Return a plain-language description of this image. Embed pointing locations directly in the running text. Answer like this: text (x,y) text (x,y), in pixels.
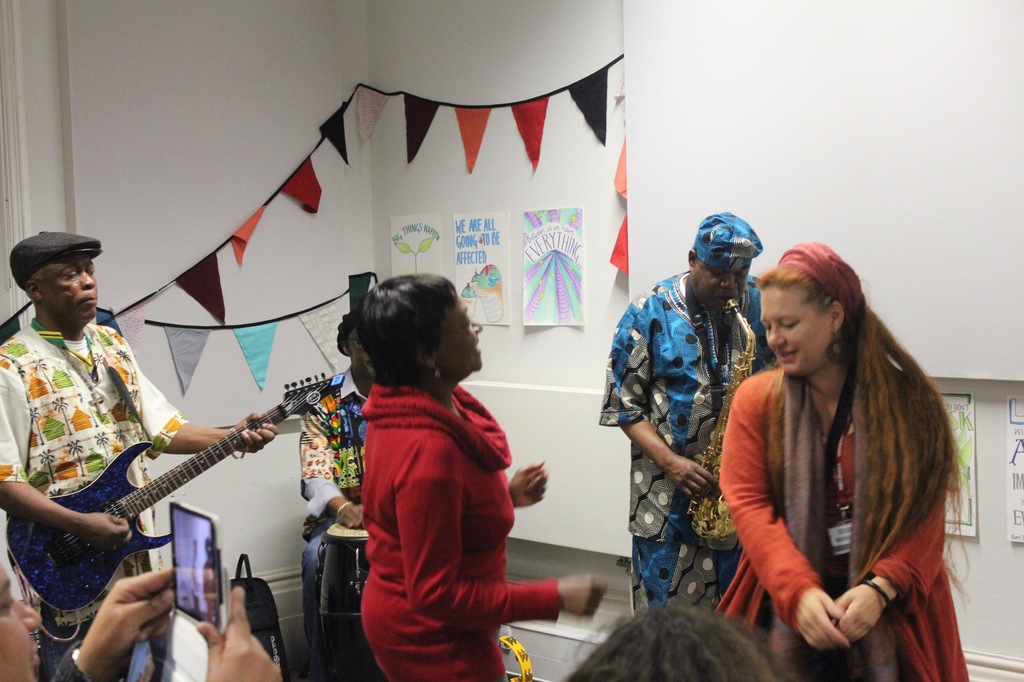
Three men (716,271) are playing different musical instruments (732,303) in the back (116,490). Two women (387,475) are dancing in the front (831,599).
